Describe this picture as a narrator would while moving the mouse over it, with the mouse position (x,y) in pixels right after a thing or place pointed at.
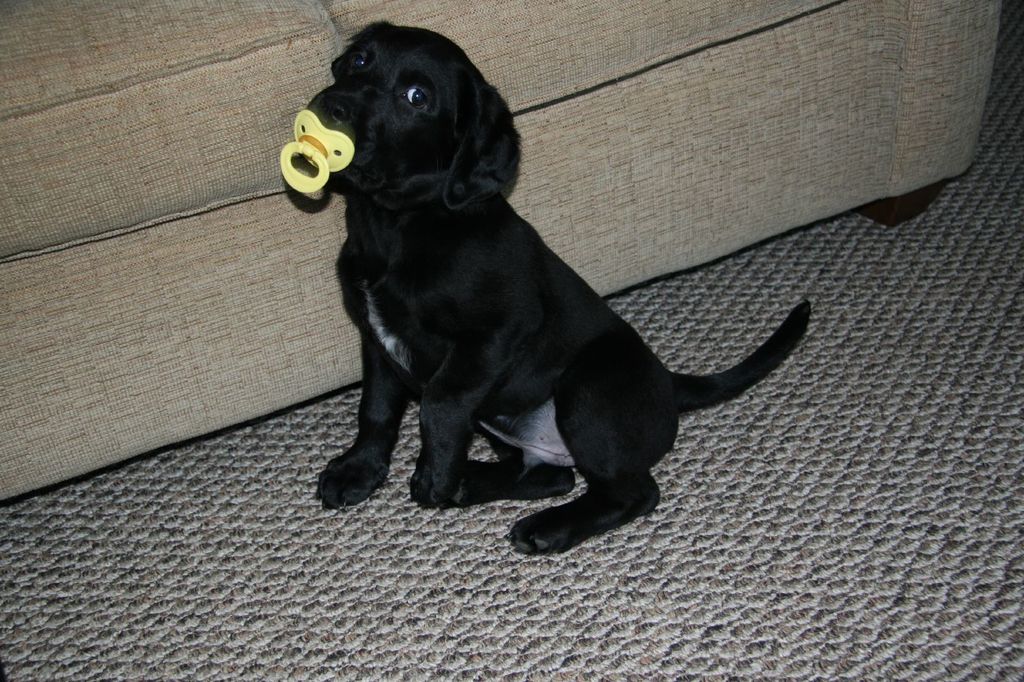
In this image there is a dog (434,325) on a floor (392,481), in the background (828,80) there is a sofa (819,54).
